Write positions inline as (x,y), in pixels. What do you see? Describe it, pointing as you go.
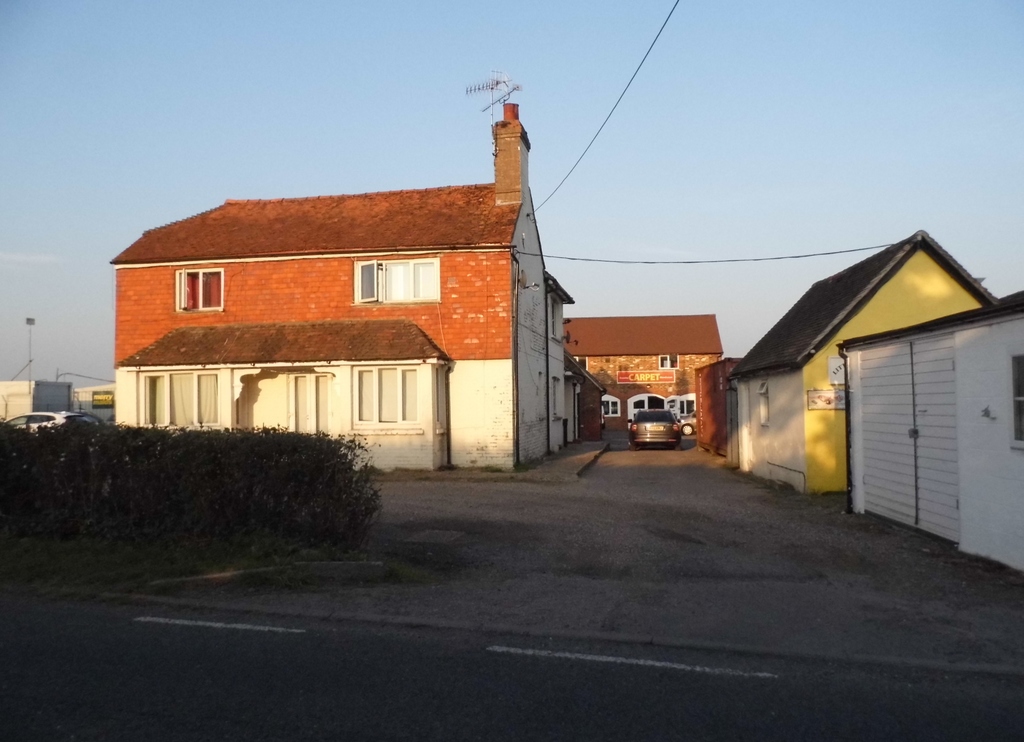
In this image, there are few houses (634,408). We can see some vehicles (76,415), poles (30,329). We can see some wires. We can see the ground (278,657). We can see some grass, plants (74,452). We can see the sky (602,196).
